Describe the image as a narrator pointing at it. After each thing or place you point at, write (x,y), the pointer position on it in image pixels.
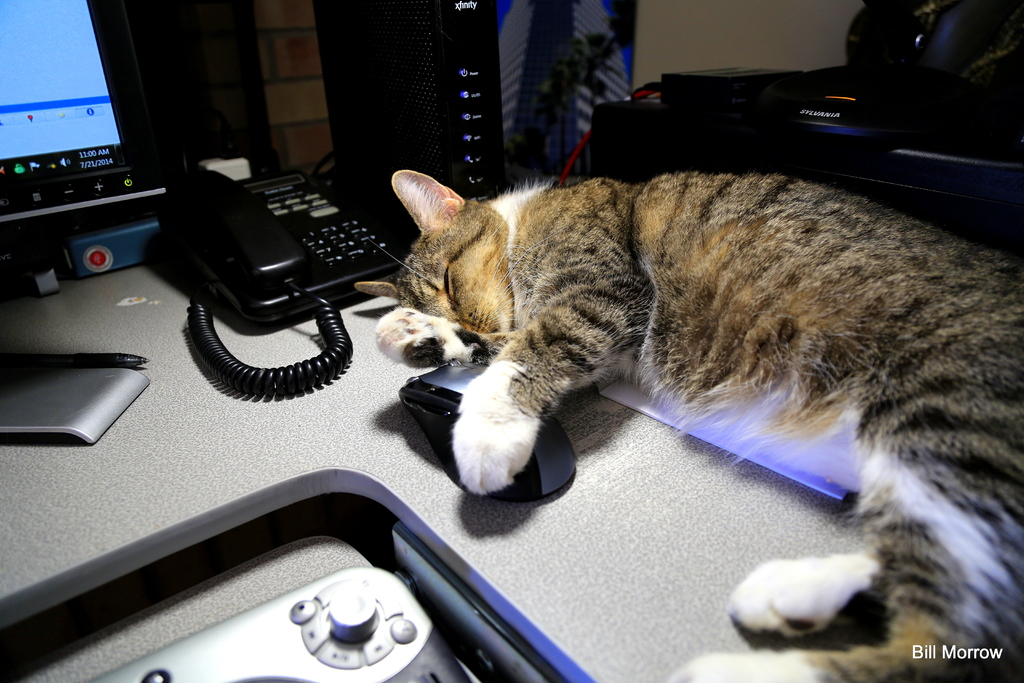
In this image we can see a cat (671,368), there is a table (557,520), on that table (434,492), there is a monitor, modem (453,163), mouse (531,450), pen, and some other objects (724,139), also we can see the wall (312,44).
